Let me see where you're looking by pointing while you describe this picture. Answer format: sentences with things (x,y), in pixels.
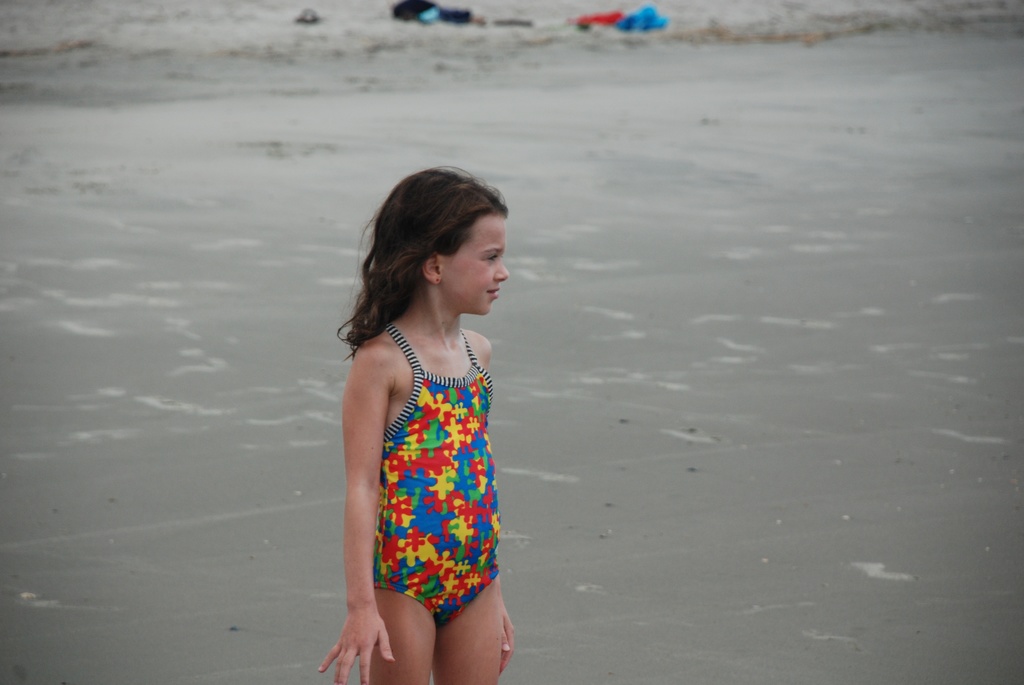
There is a girl (448,480) in a swimsuit (415,428), standing. In the background (596,535), there is water (547,251) and there are clothes (636,24) on the dry land (440,23).
